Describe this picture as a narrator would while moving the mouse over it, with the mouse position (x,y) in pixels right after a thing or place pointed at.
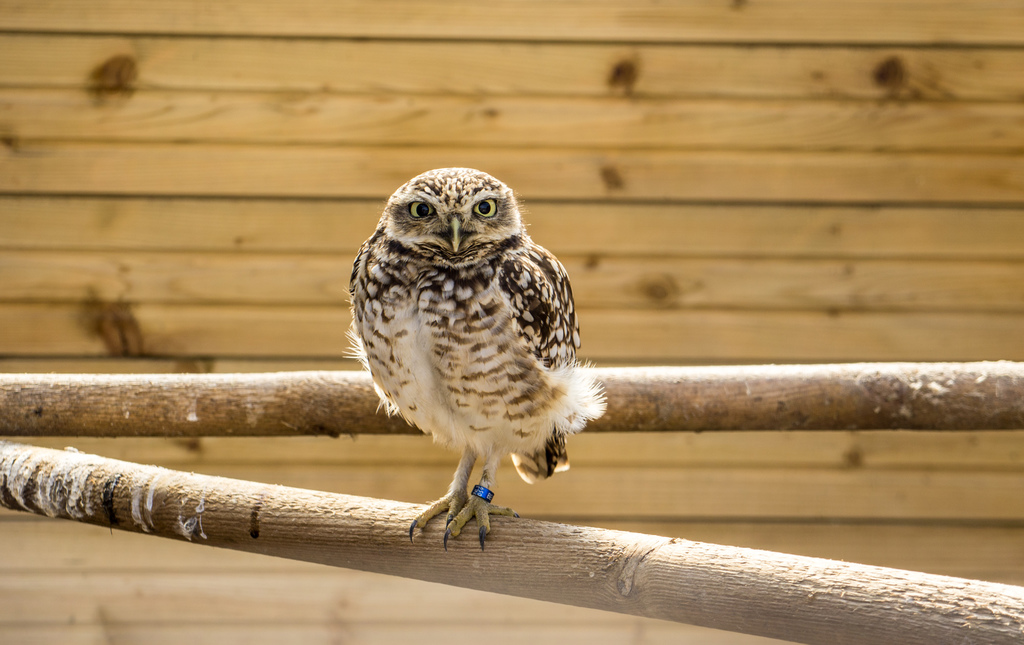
In this image there is a owl (505,441) on wooden sticks (62,413), in the background (171,12) there is a wooden wall (856,1).
